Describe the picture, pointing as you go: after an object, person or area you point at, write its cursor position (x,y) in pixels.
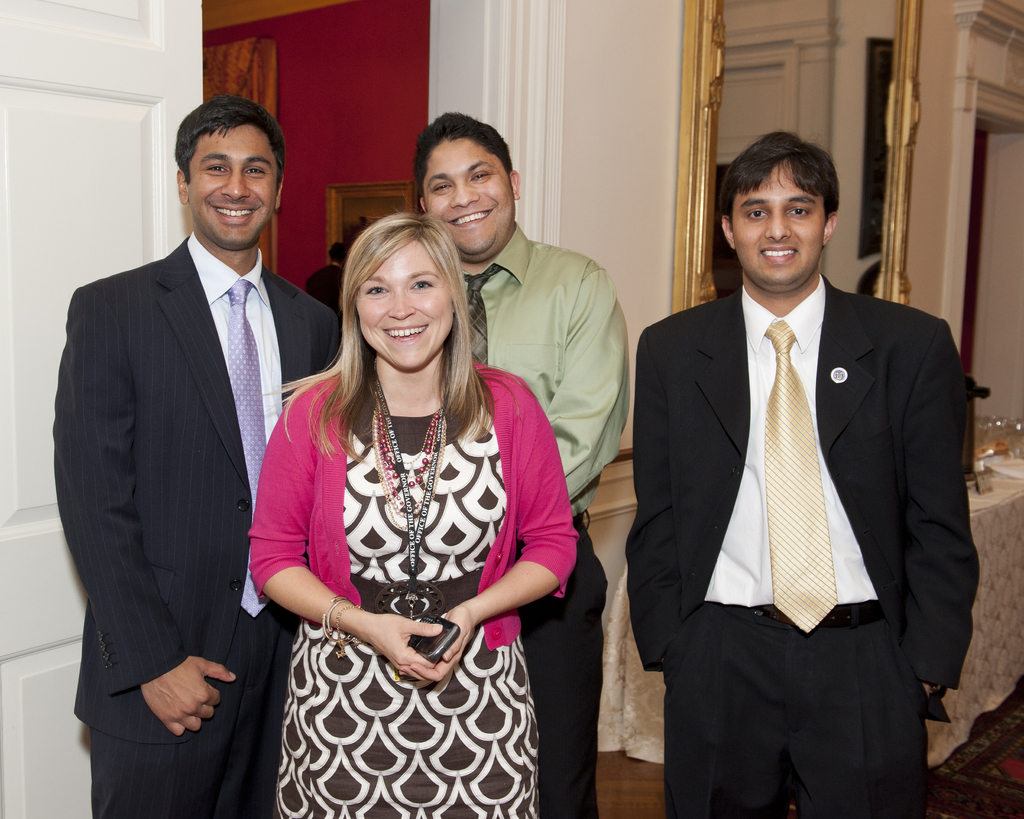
In the foreground (197,142) I can see four persons (841,727) are standing on the floor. In the background (287,130) I can see a wall (309,154), mirror (858,169), a person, table (1015,503) and a door (12,756). This image is taken may be in a hall (618,501).
